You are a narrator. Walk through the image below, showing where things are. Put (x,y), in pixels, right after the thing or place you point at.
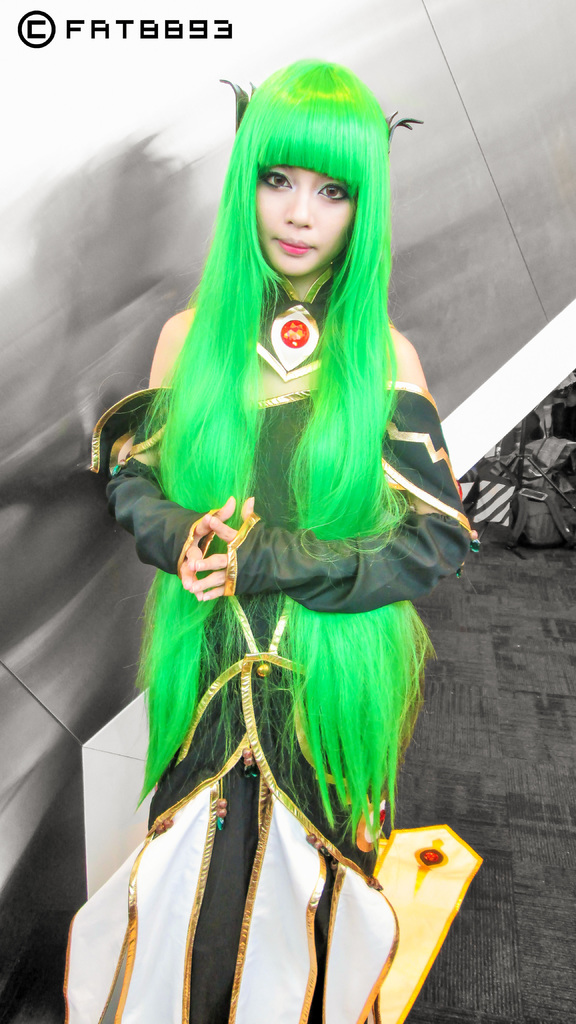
In this image, we can see a person (259,543) wearing clothes (279,831). There is a bag (534,494) on the right side of the image (553,473). There is a text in the top left of the image (159,36).
